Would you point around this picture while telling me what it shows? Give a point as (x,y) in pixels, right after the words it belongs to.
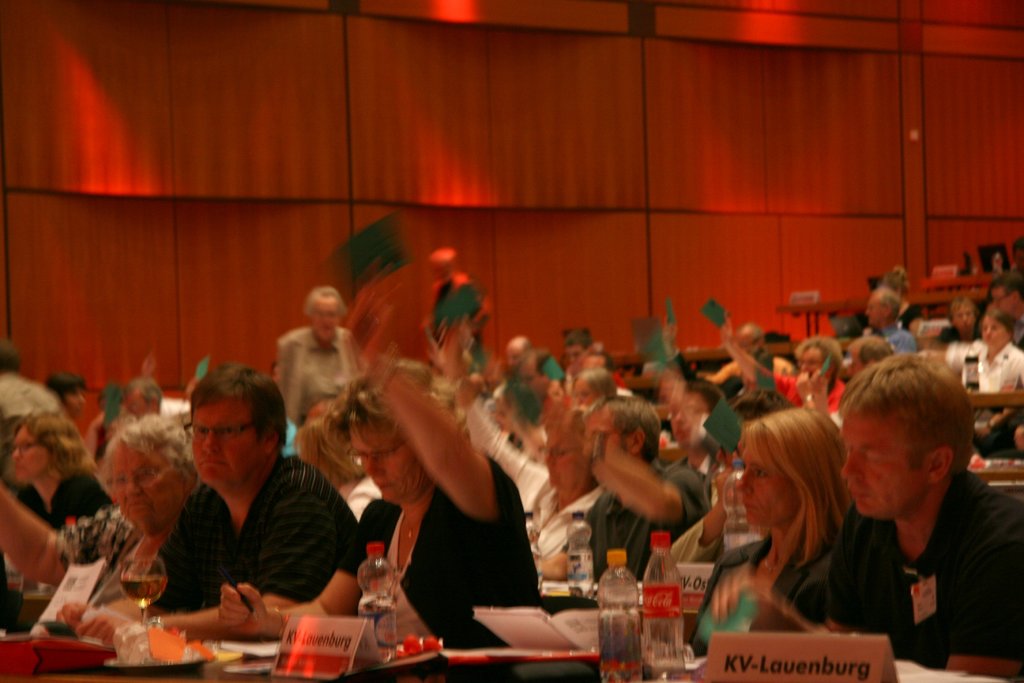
In this image I can see number of persons (377,473) are sitting on chairs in front of the desks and on the desks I can see bottles (382,655), glasses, plates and few other objects (793,644). I can see few persons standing and the wall (502,170) in the background (547,165).
